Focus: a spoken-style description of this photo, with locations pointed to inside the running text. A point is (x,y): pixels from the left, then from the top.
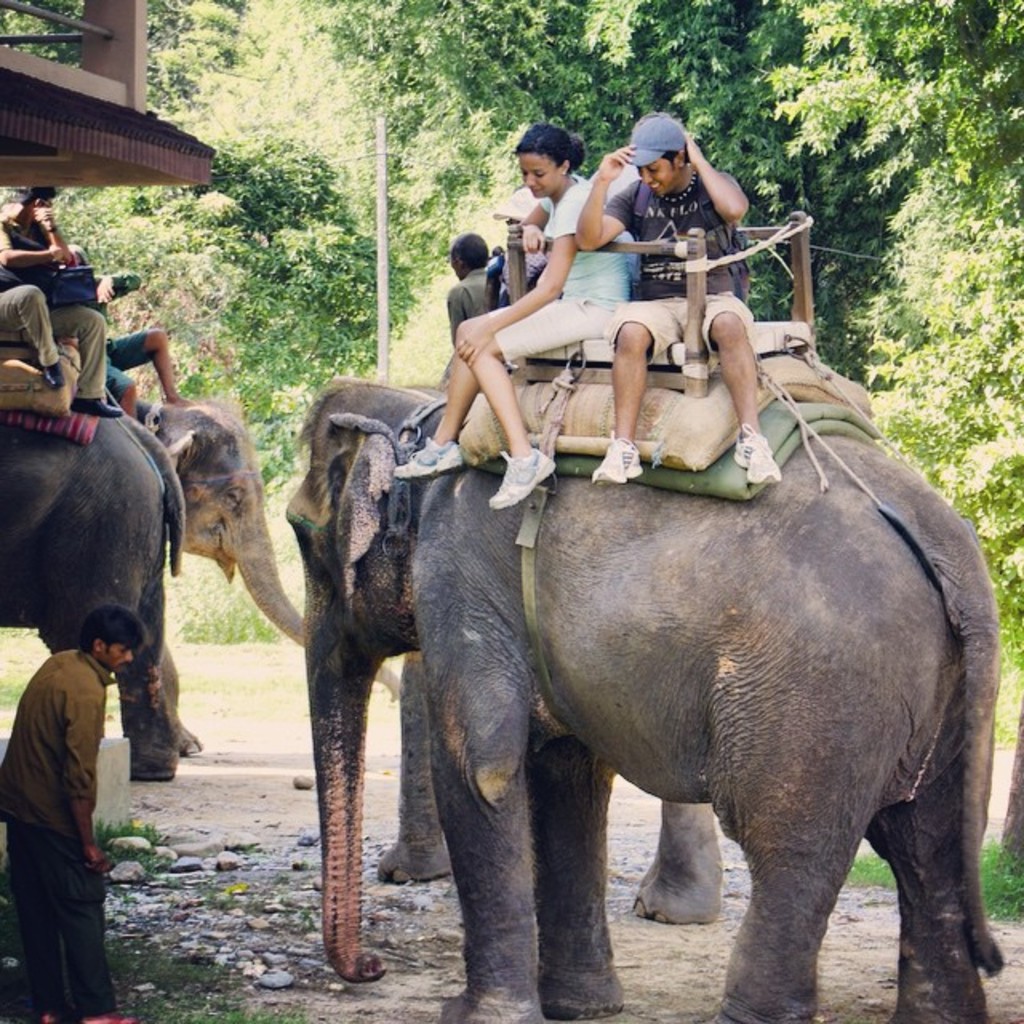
In this picture we can see elephants (148,504) and on elephant (711,546) the persons (478,261) are sitting and here man (54,810) is watching them here we can see trees (12,24), pole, fence (91,48) of a house (102,84) and in front (659,145) man (713,327) who wore cap (652,133), T-Shirt (654,237) and beside him woman (563,247) sitting silently.
